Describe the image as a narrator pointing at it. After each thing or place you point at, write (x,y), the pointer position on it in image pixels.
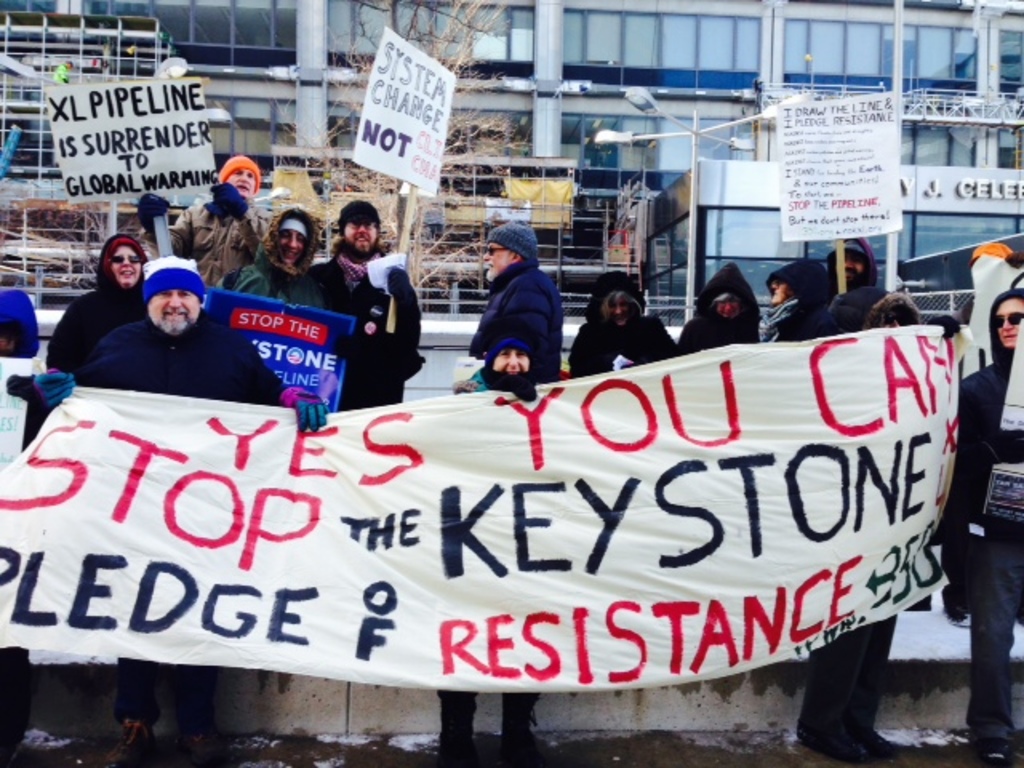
In this image we can see the people (888,323) holding the banner (217,455) with the text (516,410). We can also see the people (408,305) holding the placards (787,145) and standing. In the background (323,113), we can see the trees (348,102) and also the building (348,102). We can also see the light pole (675,135).
